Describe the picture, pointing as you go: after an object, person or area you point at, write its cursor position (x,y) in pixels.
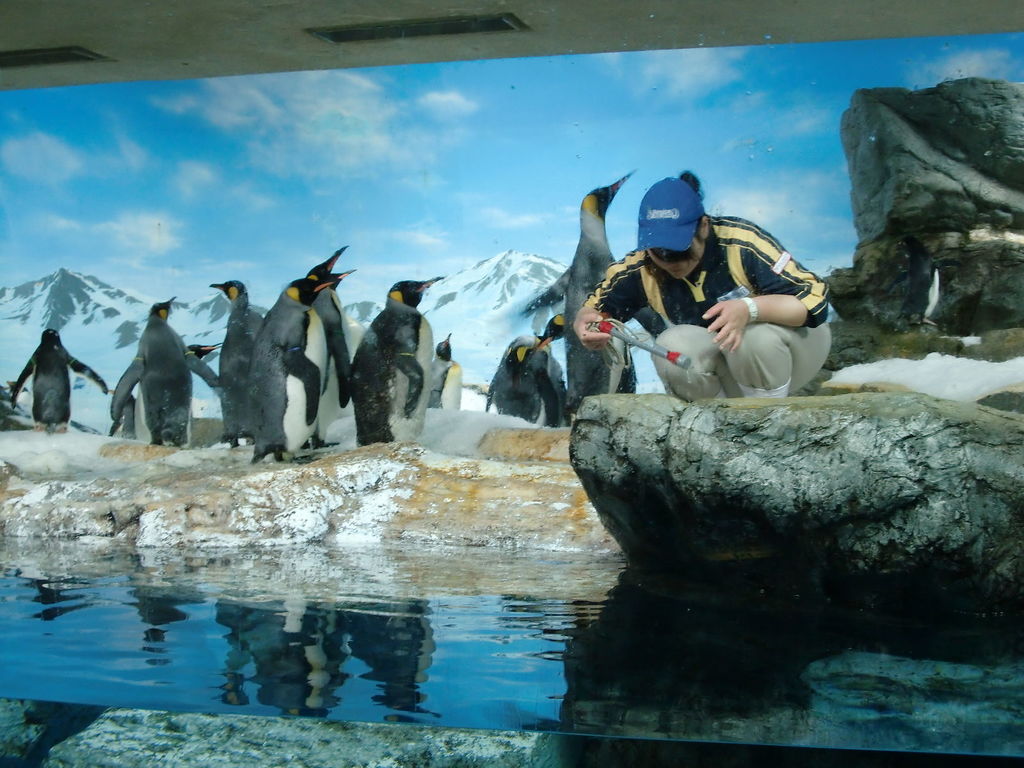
In this image in Center (677,317) there is water (528,698) and there is a woman (717,309) crouching on the stone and in the background (238,325) there are penguins (231,329), mountains (468,342) and the sky (437,116) is cloudy.
